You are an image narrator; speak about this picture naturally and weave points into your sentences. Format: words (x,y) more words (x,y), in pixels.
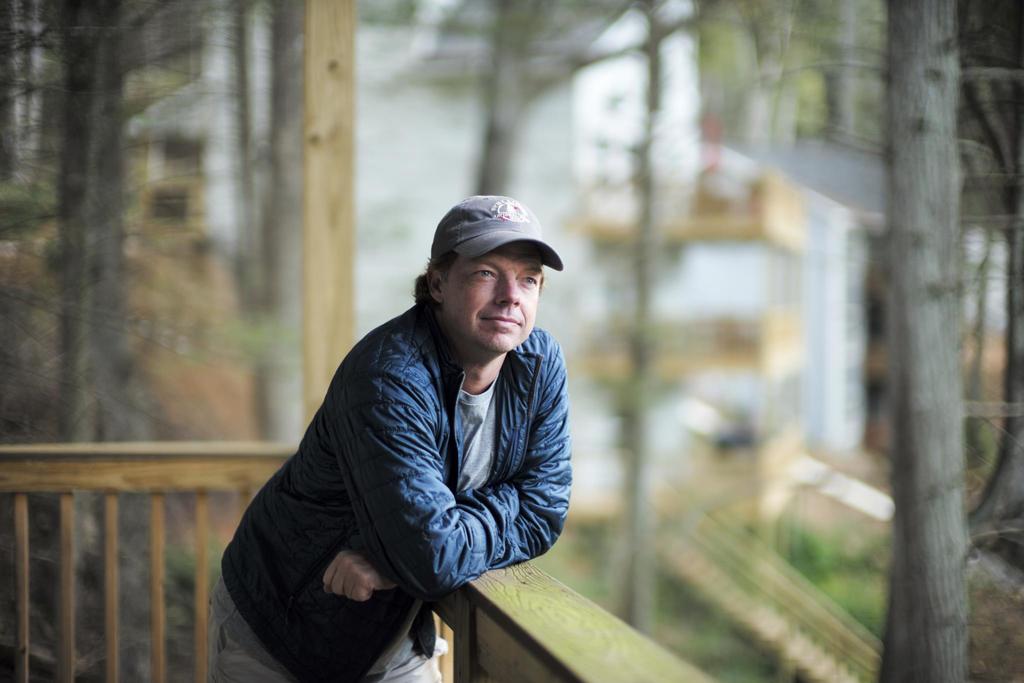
There is a man (349,449) wearing a jacket (405,430) and a cap (458,242). In the back (156,546) there is a wooden railing (153,490). And he is standing near to a wooden stand (523,593). In the background (268,402) it is blurred.
